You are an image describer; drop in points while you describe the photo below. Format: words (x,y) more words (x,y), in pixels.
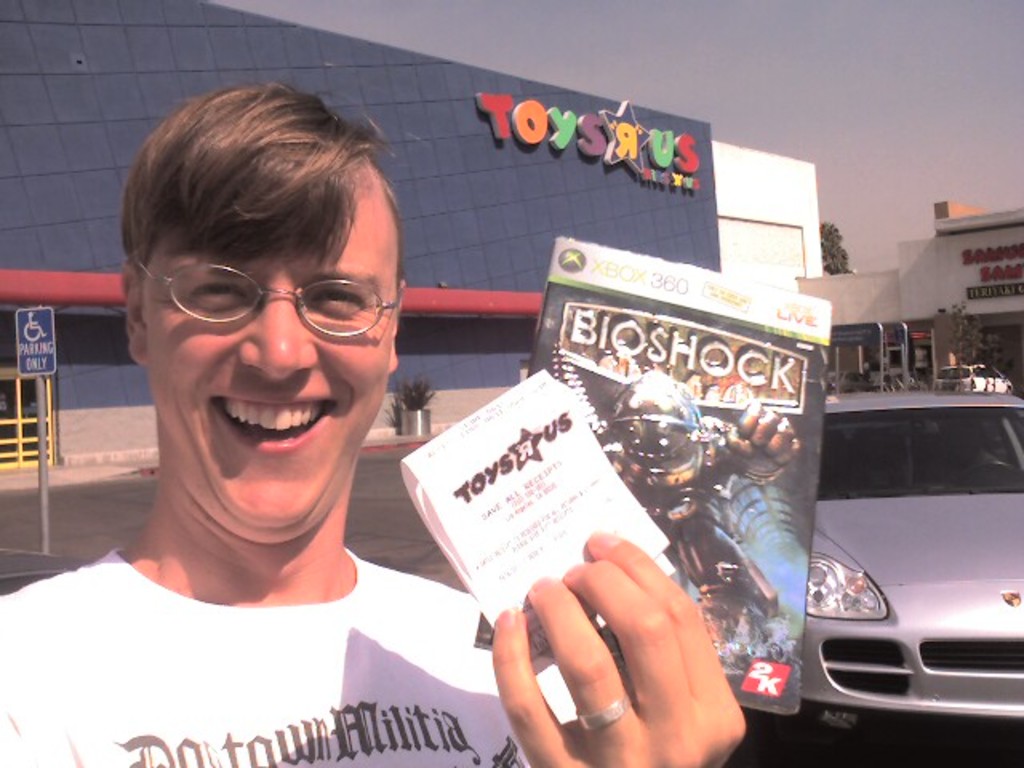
In this picture, there is a man (365,573) towards the left (261,552). He is wearing a white t shirt (294,646) and holding papers (614,473) in his hand (648,559). Towards the right (923,588), there is a car (831,590) which is in grey in color. In the background (495,285), there are buildings (939,313) with some text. On the top (801,89), there is a sky (841,98).
